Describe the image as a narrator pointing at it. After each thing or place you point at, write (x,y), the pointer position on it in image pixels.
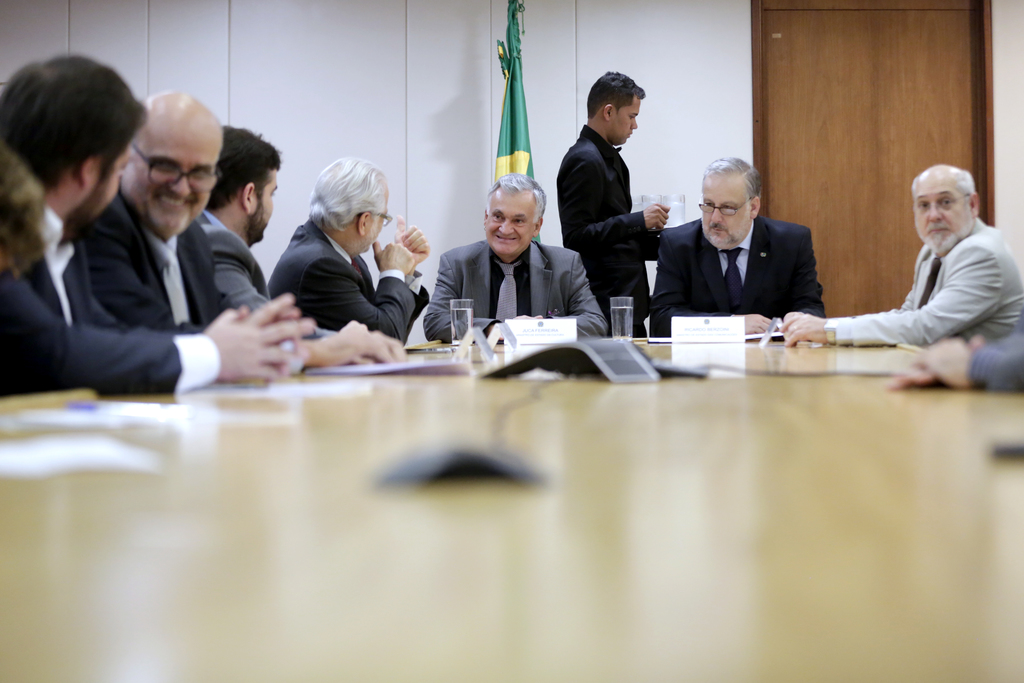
There are few persons (581,301) sitting on the chairs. This is table (419,581). On the table (313,439) there are papers (418,366), and glasses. In the background (586,81) we can see a wall (459,188), flag (532,169), door (840,221), and a person (653,257).
